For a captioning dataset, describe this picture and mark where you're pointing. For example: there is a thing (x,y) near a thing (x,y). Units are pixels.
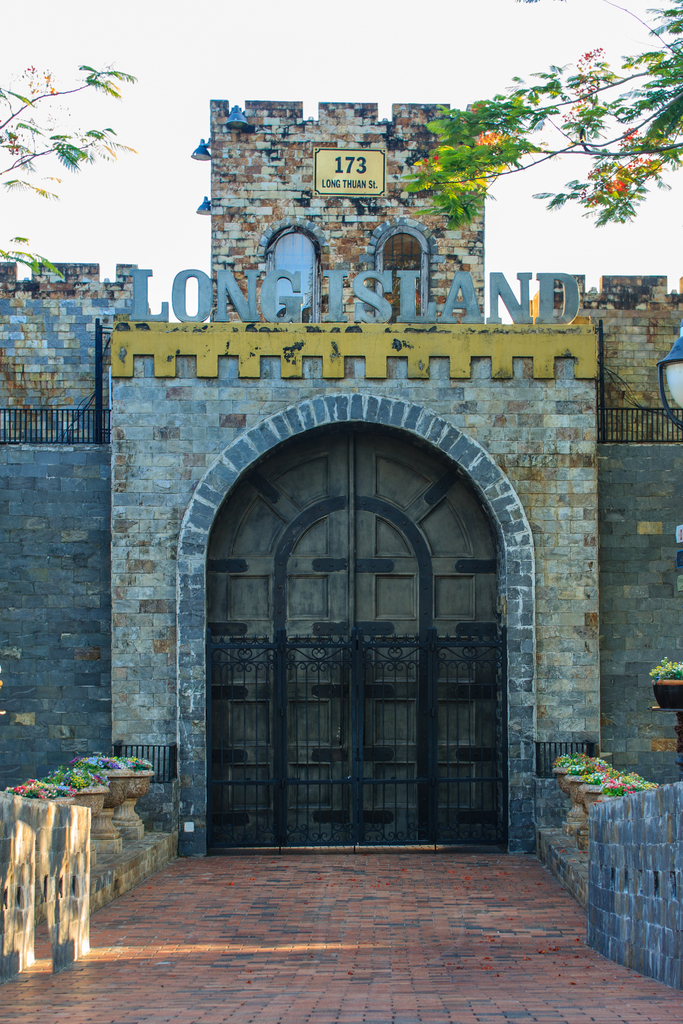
In this image we can see a wall (133,531) with gate (333,643) and doors (295,479). In front of the gate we can see walkway (389,959), houseplants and a wall (81,915). At the top (339,43) we can see a tree (680,62) and the sky (167,94).
